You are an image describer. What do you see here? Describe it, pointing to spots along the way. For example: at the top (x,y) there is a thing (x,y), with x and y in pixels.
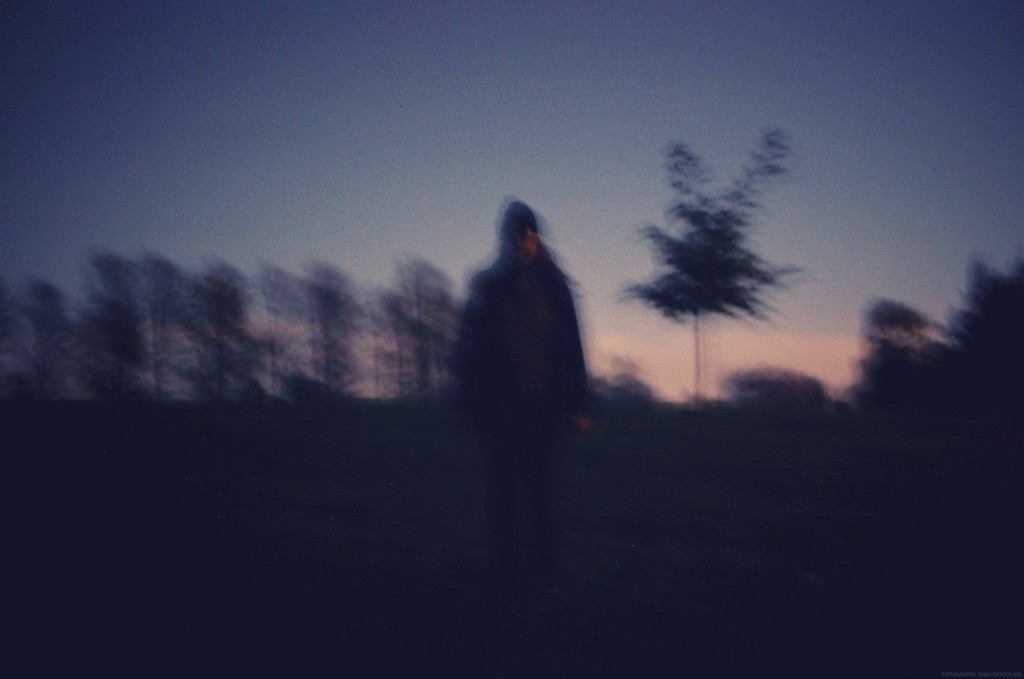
In this picture we can see a person (500,335) in the middle of the image (524,418), in the background (389,300) we can find few trees (401,308).
